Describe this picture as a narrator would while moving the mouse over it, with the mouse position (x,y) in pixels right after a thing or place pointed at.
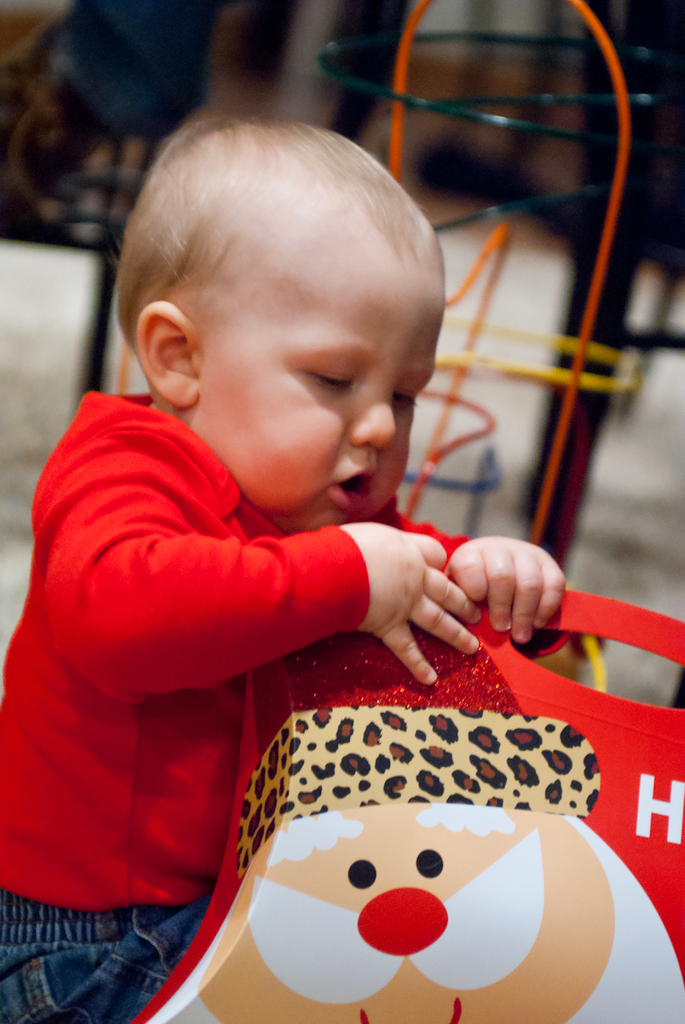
In the foreground of the picture (259,949) there is a kid (157,594) in red t-shirt (159,625), playing with a toy (440,861). The background (29,201) is blurred. In the background (513,100) there are some playing things (579,386).
